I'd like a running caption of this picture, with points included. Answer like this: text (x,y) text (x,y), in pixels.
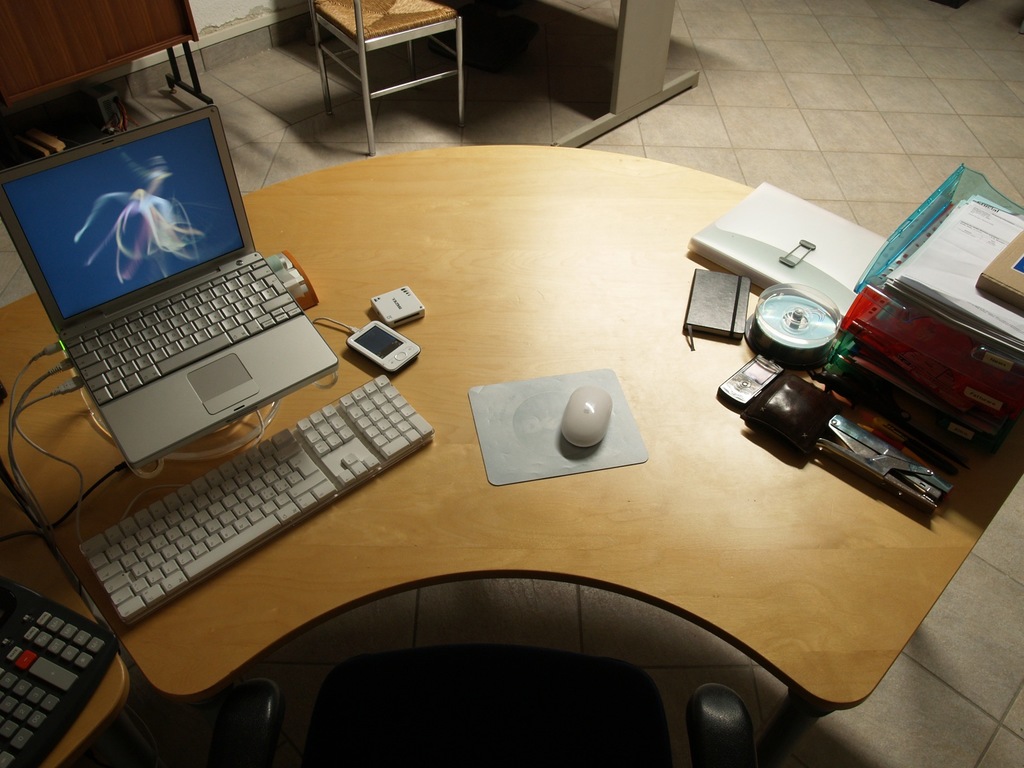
Here we can see a table (288,214) on which we can see a laptop (240,408), a keyboard (135,542), a mouse (599,390), a mobile phone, a book (742,309), a file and a stapler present on it and we can also see chairs (380,47) present.
